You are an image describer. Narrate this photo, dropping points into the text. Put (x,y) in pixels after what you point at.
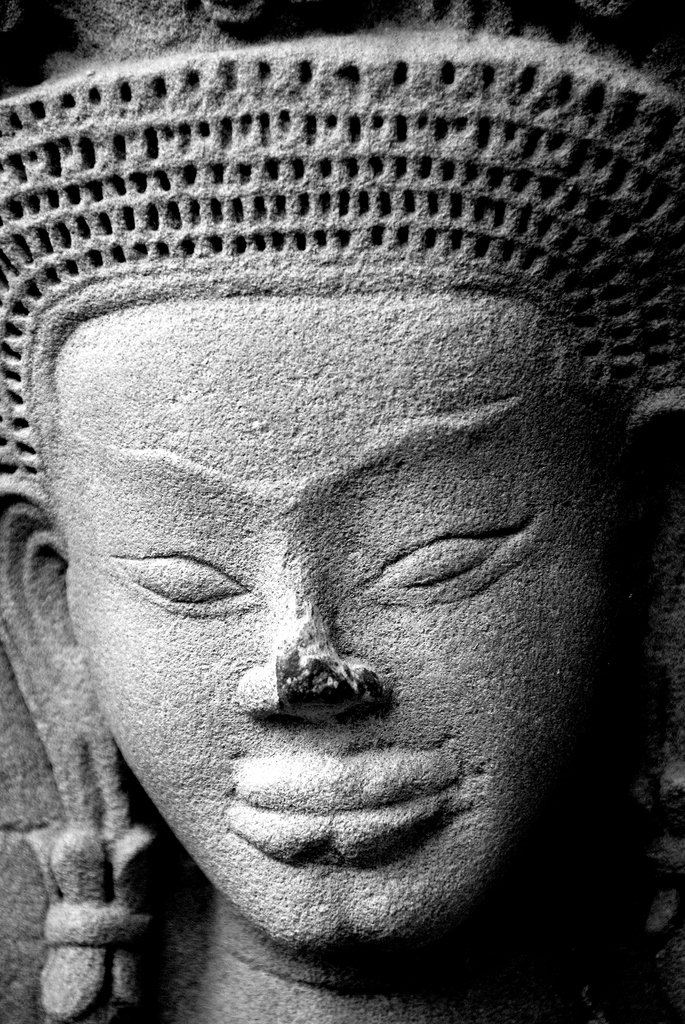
In the picture we can see a human face shaped sculpture (515,523) made up of a stone (385,604).
